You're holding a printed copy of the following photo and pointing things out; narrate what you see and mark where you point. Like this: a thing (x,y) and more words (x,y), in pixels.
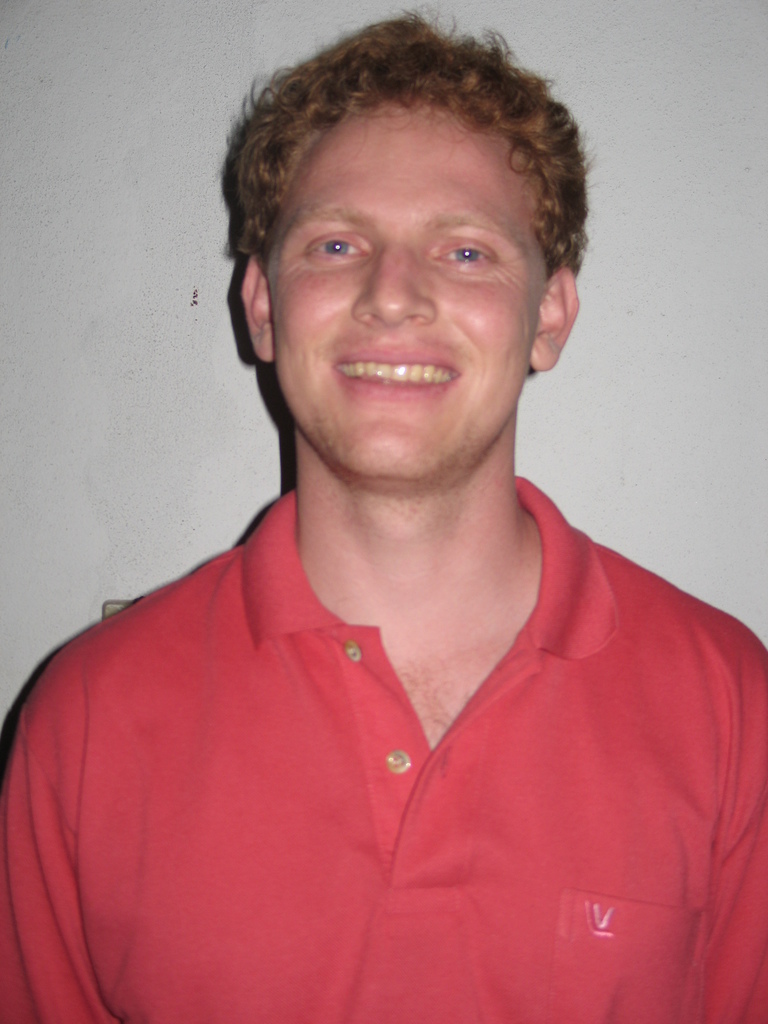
In this image I can see a person (437,750) smiling. He is wearing a red t shirt (137,864) and there is a white background (41,520).
